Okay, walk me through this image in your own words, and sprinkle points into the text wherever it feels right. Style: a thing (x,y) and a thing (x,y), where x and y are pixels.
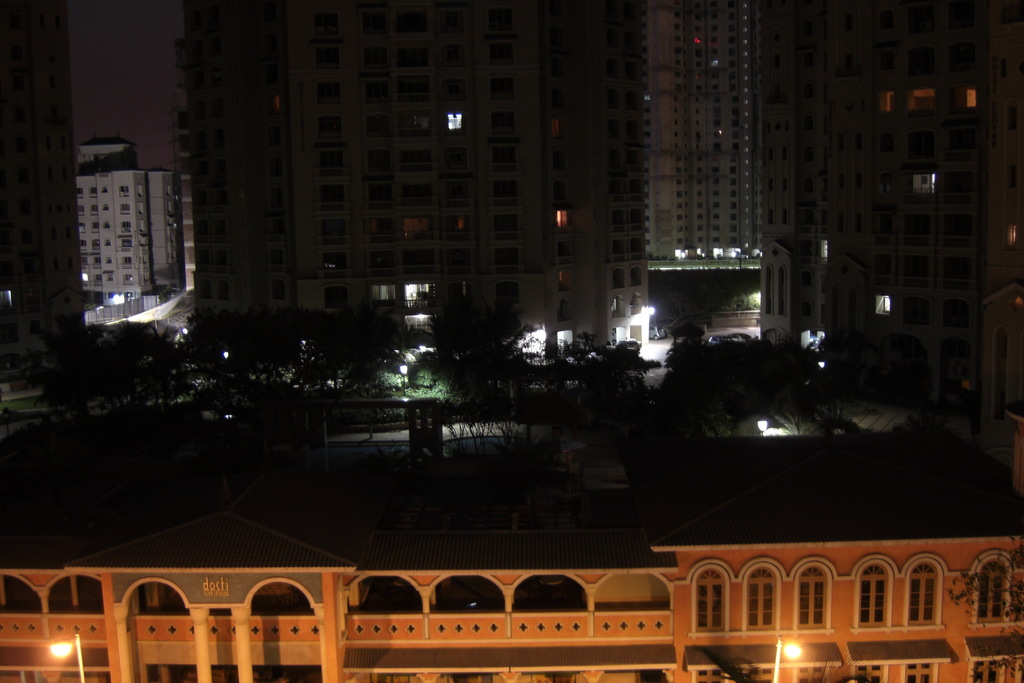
There are buildings (97,594) and trees (146,358).
